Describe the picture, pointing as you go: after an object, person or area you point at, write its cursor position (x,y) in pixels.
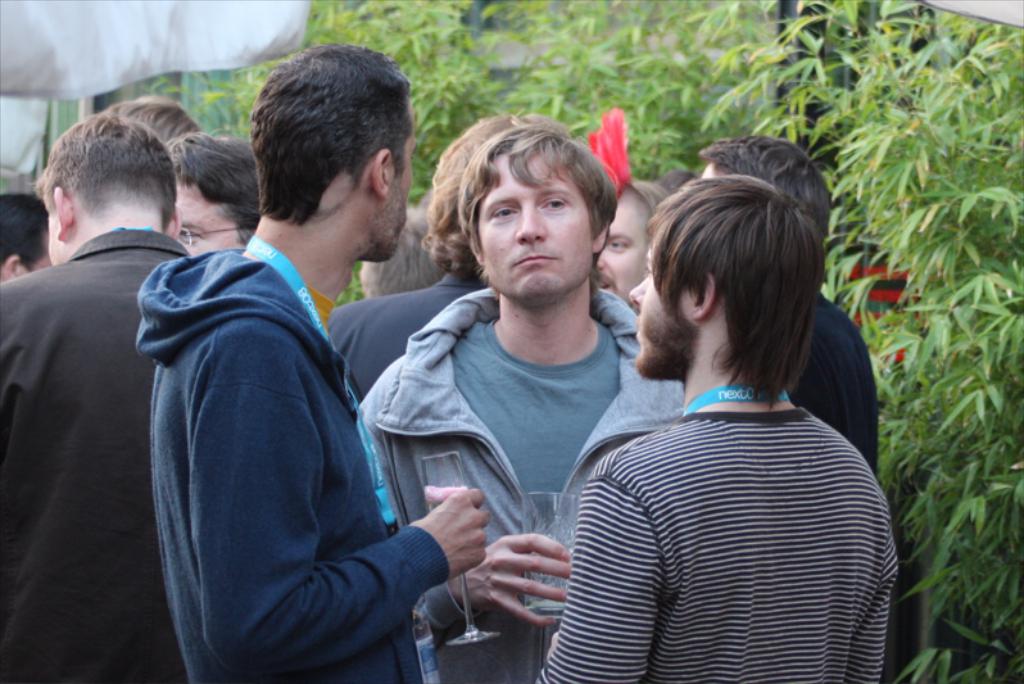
In this image, we can see persons (612,385) wearing clothes (310,441). There are branches (651,114) at the top (620,91) and on the right side of the image (967,433). There are two persons (500,442) in the middle of the image (540,367) holding glasses (426,459) with their hands (480,495).
